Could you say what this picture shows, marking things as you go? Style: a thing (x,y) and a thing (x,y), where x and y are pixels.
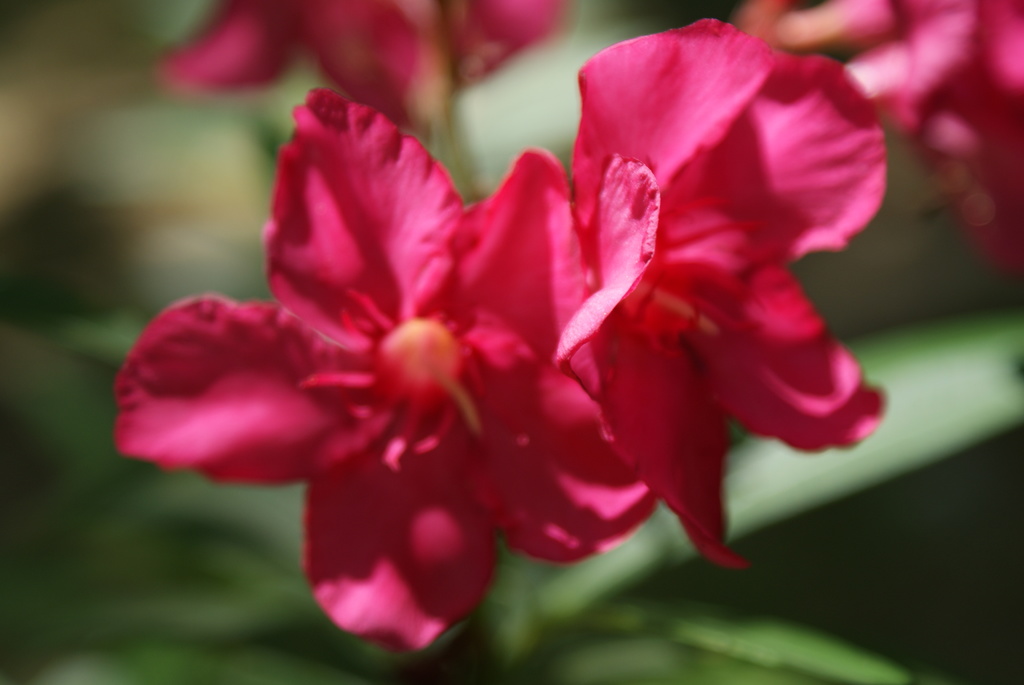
In this image, I can see two flowers (624,266). There is a blurred background (232,175).
